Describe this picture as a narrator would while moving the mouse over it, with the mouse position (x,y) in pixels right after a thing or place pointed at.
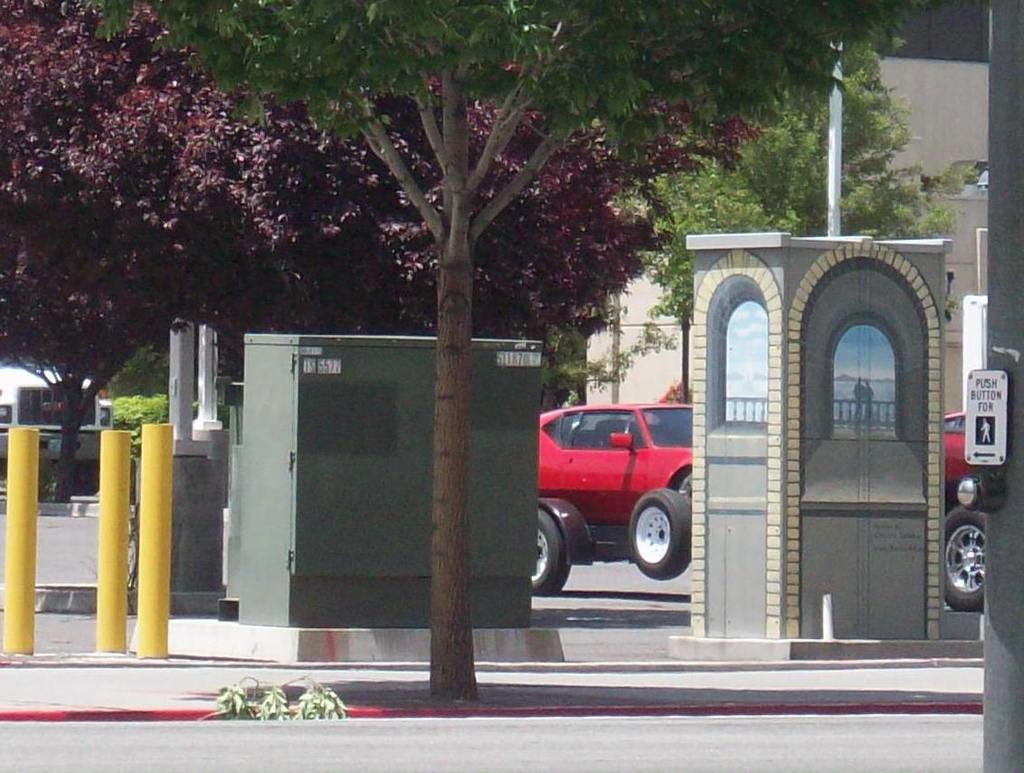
This image is clicked outside. In the front (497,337), there are trees (466,683). On the right (943,488), there are vehicles (950,473). In the middle (346,513), there is a board (347,542) made up of metal (295,522). On the left (155,470), there are poles (148,558) in yellow color. And we can also see a heavy vehicle (49,388) in the background (31,394). On the right (965,150), there is a building (965,128).
